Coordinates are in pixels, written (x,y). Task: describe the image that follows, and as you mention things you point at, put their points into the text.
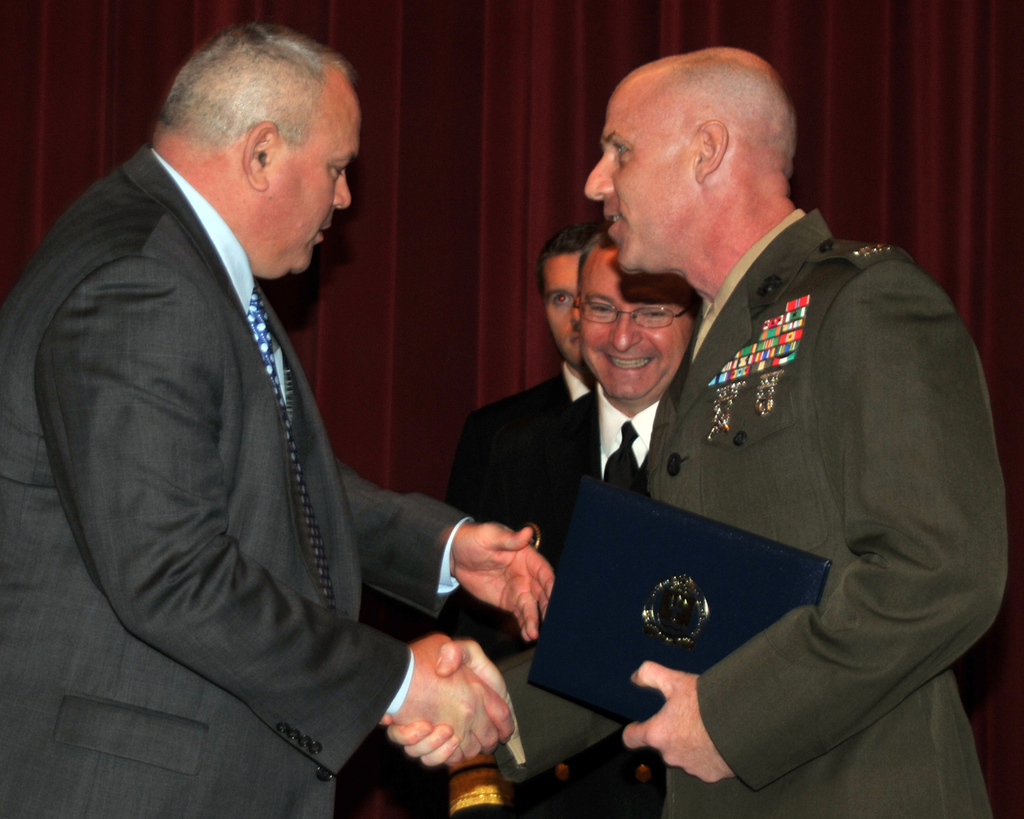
In this image I can see four people (489,524) with different color dresses (379,558). I can see one person (651,665) is holding the blue color object (635,660). In the back (391,239) I can see the maroon color curtain (406,131).
